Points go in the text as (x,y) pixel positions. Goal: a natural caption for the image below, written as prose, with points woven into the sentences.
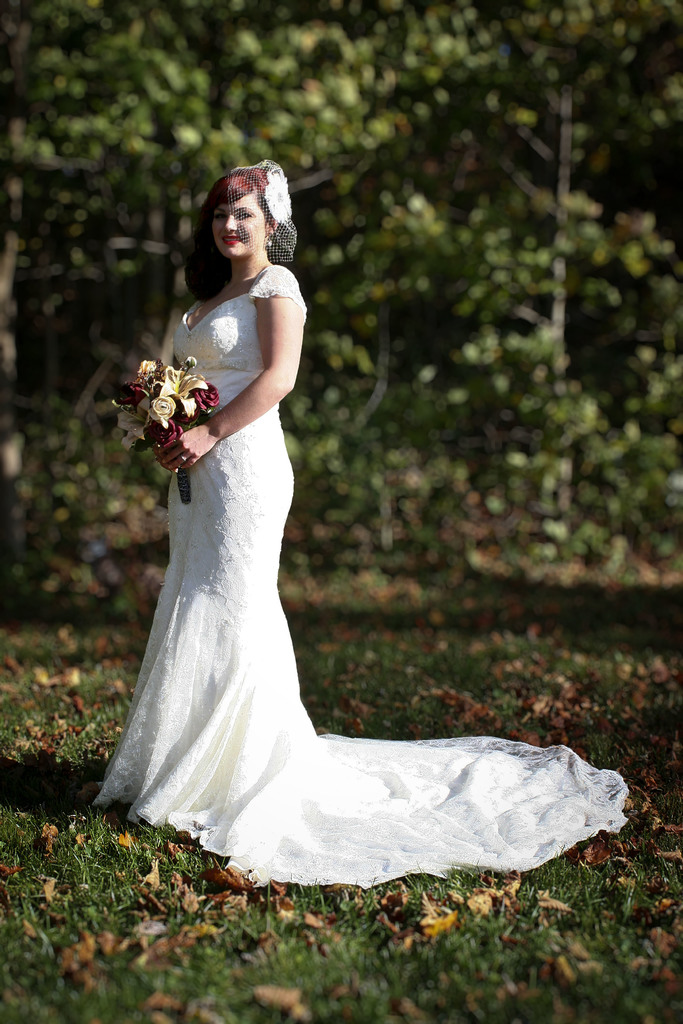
In this picture I can see a woman (268,472) wearing a wedding dress (280,468) and holding flower bouquet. I can see the green grass (465,621). I can see trees (375,119).
